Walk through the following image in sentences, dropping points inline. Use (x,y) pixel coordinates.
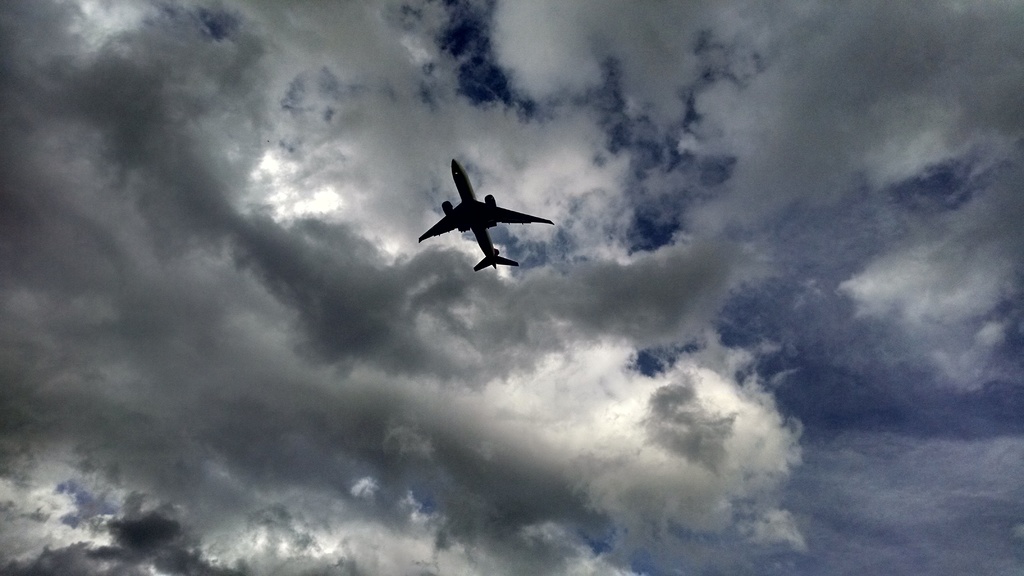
Here we can see an aeroplane (456,206) flying in the air (499,182). In the background (542,432) there is sky (896,335) with heavy clouds (877,301).
